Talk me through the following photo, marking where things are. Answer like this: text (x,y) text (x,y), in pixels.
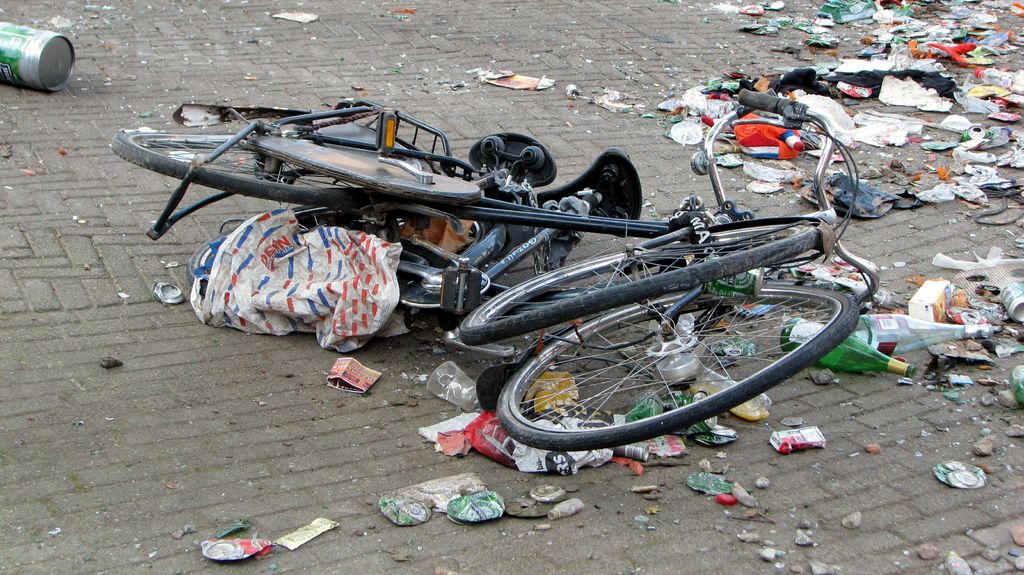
In this image we can see a bicycle (682,316) and also the scrap (840,22) on the surface (245,382).
